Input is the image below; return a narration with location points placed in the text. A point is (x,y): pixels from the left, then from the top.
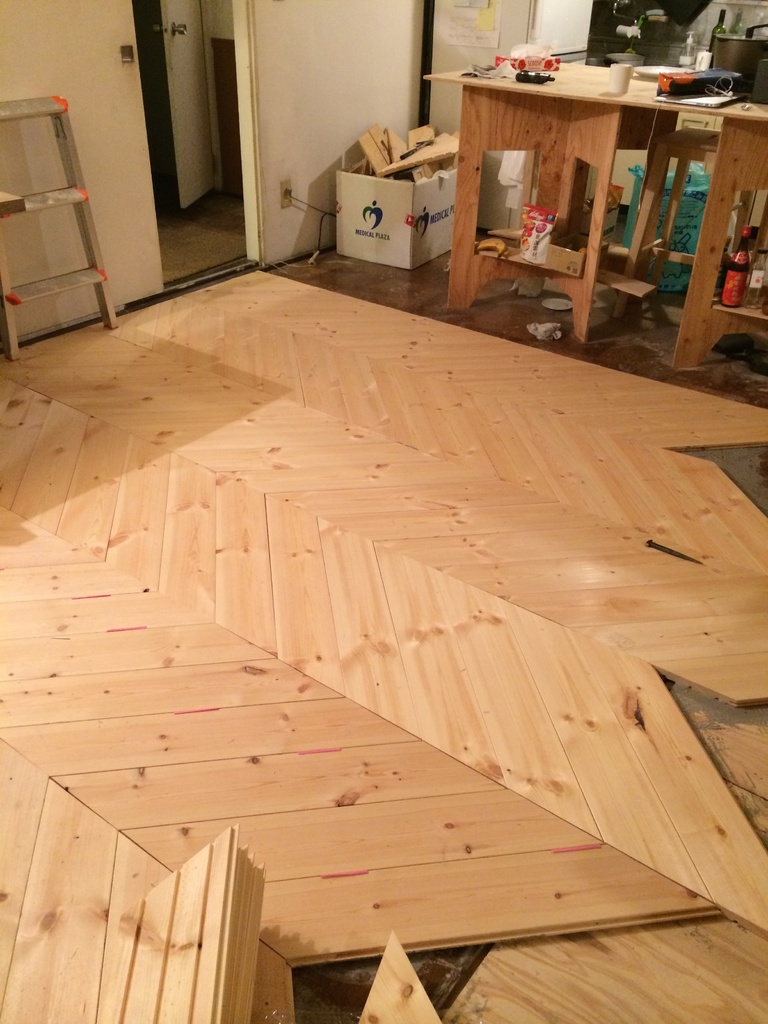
The picture is clicked inside a house (183,222) where all the wooden furniture (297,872) is on the floor (655,586) To the right side of the image (578,163) there are wooden tables (576,112) and objects (673,86) on top of it. In the background (97,267) we also find a small metal ladder (68,163).
